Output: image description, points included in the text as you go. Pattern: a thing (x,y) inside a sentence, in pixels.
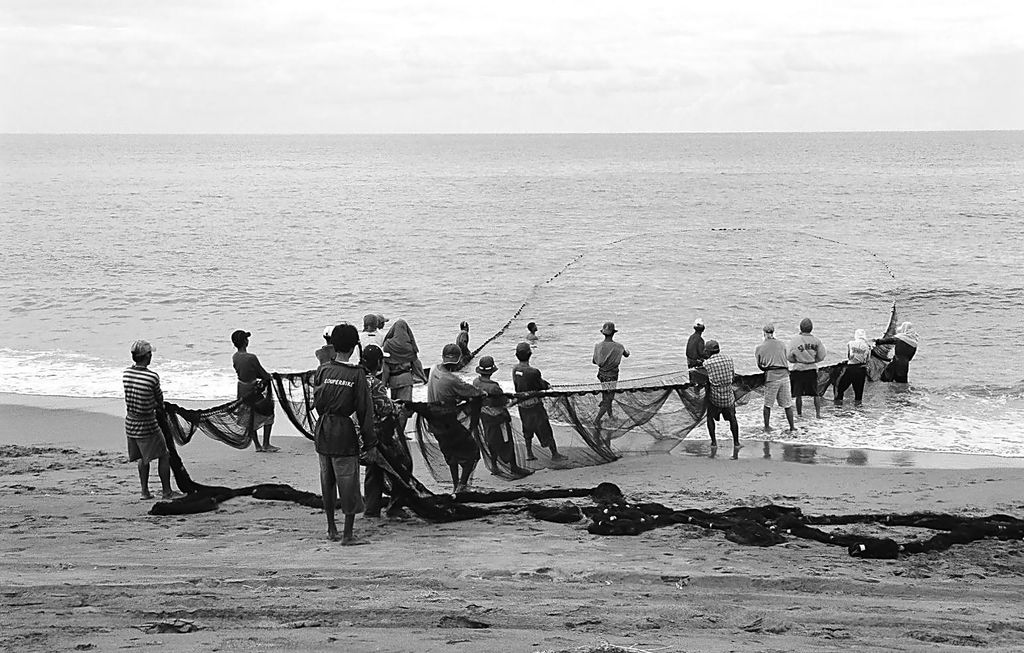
A group of people (371,415) are carrying the net (573,416) near the sea (715,316), at the top (634,83) it is the cloudy sky (655,83).
